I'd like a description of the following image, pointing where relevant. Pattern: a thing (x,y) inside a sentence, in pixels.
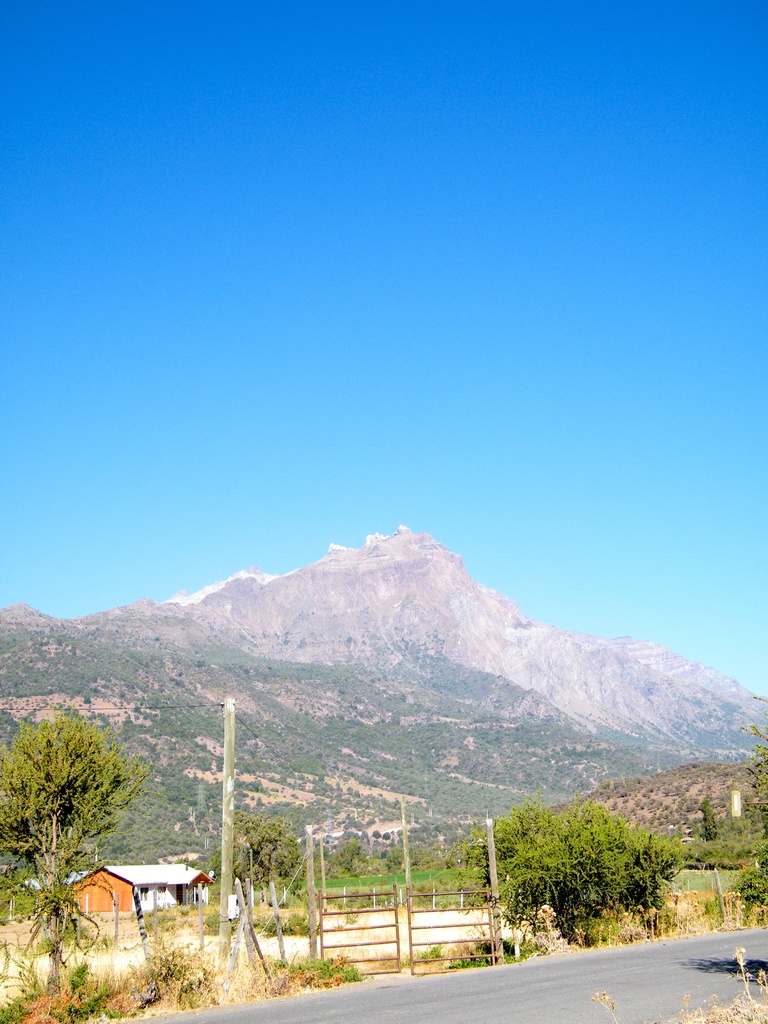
This image is taken outdoors. At the top of the image (366,114) there is the sky (527,220). In the background (608,696) there is a hill (360,604). There are many trees (173,743) and plants (515,815). At the bottom of the image (551,993) there is a road (629,993). In the middle of the image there is a house (147,884). There are few trees (51,789) and plants (592,906). There is a pole (227,909) and there is a gate (413,944).
